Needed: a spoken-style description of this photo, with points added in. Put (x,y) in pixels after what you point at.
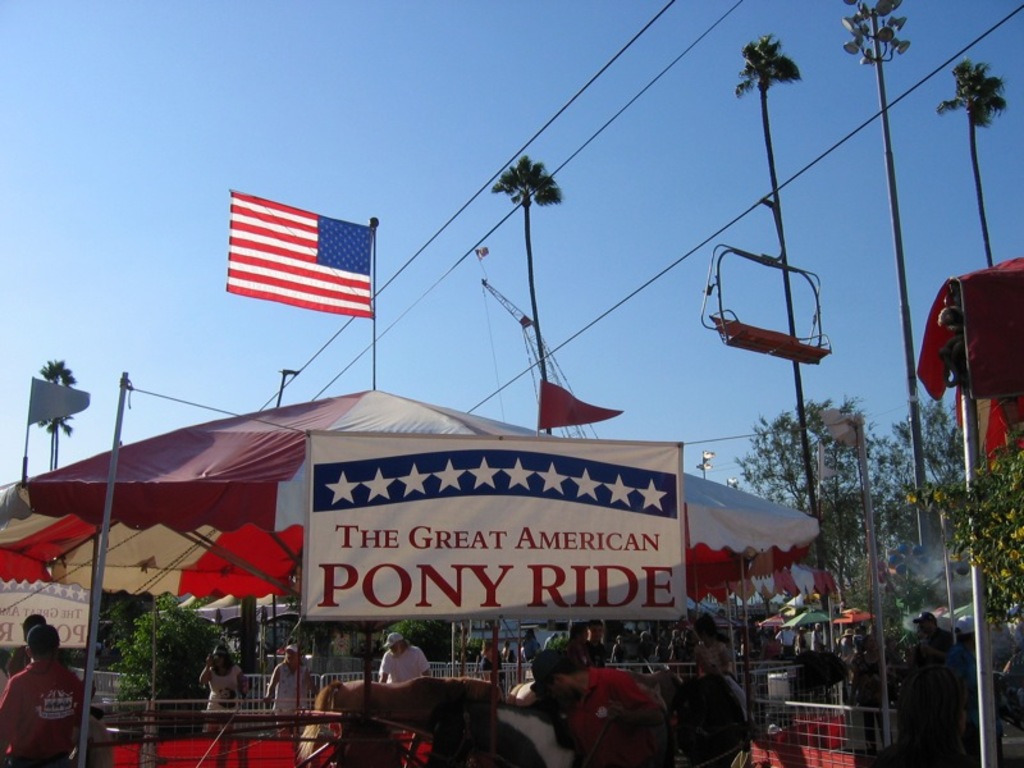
In the image there is a tent (142,447) on above there is a flag (314,270), this seems to be carnival. there are people (654,741) and horses (561,750) on the floor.
